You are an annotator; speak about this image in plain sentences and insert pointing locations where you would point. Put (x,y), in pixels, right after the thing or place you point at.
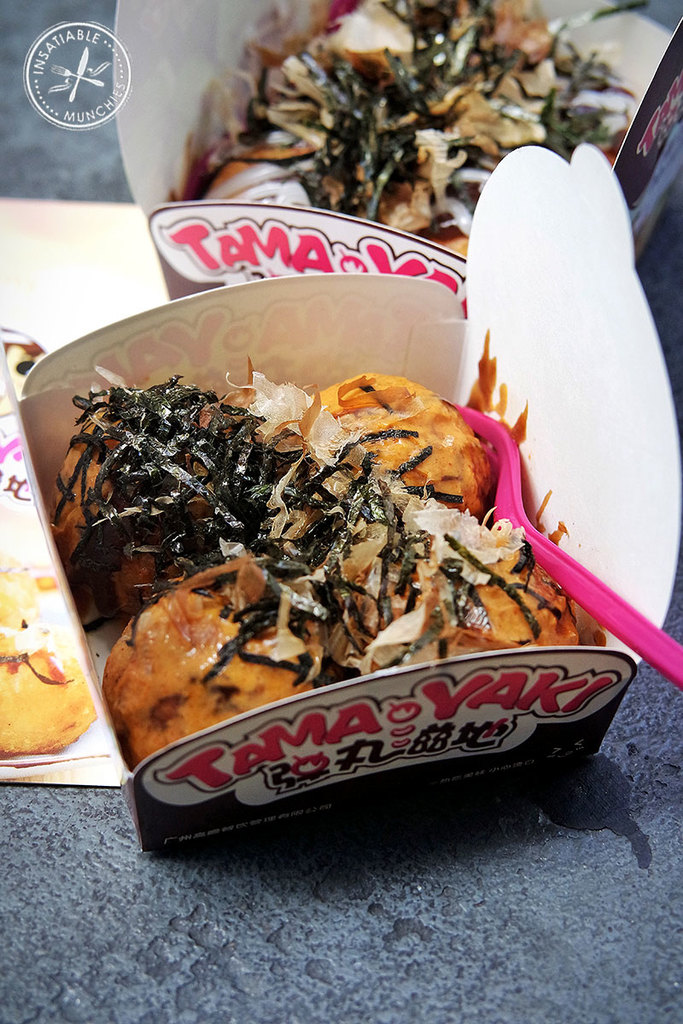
In this image, we can see boxes (366,381) contains some food (349,163). There is a logo (48,79) in the top left of the image (51,84).
